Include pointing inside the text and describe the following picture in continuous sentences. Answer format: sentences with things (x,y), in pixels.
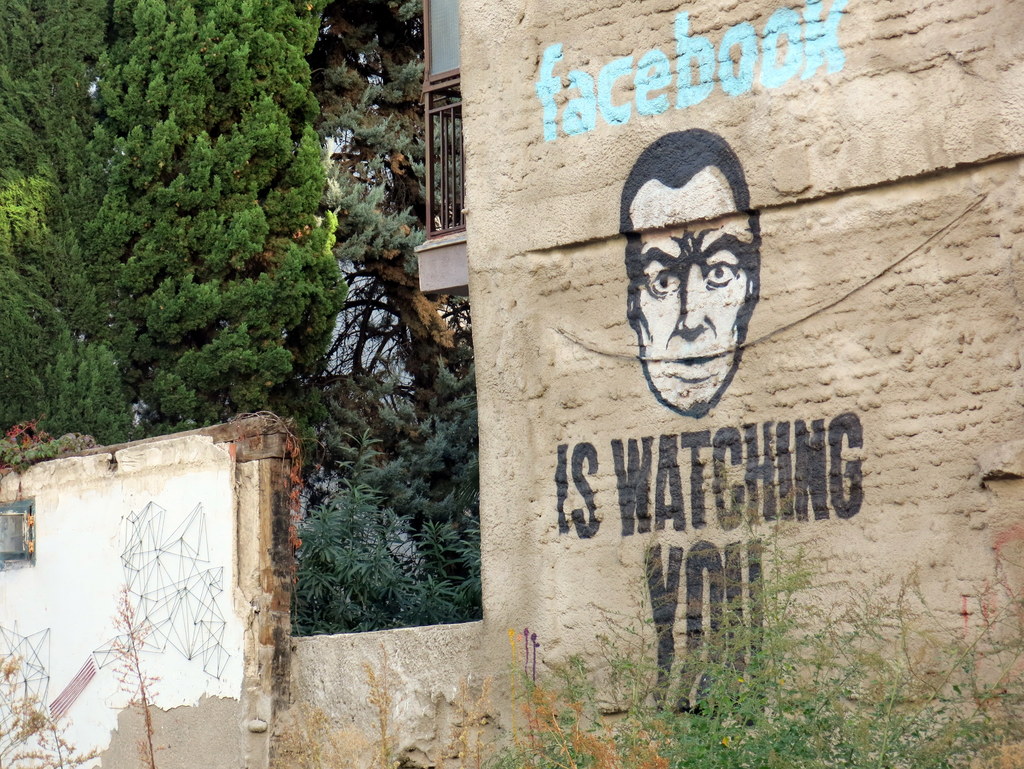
In this image in the front (652,716) there are plants (771,697). In the center (481,508) there is a wall (794,489) and on the wall (732,378) there is a painting (667,230). In the background (240,153) there are trees (329,414) and there is some text (786,24) written on the wall (659,233).
